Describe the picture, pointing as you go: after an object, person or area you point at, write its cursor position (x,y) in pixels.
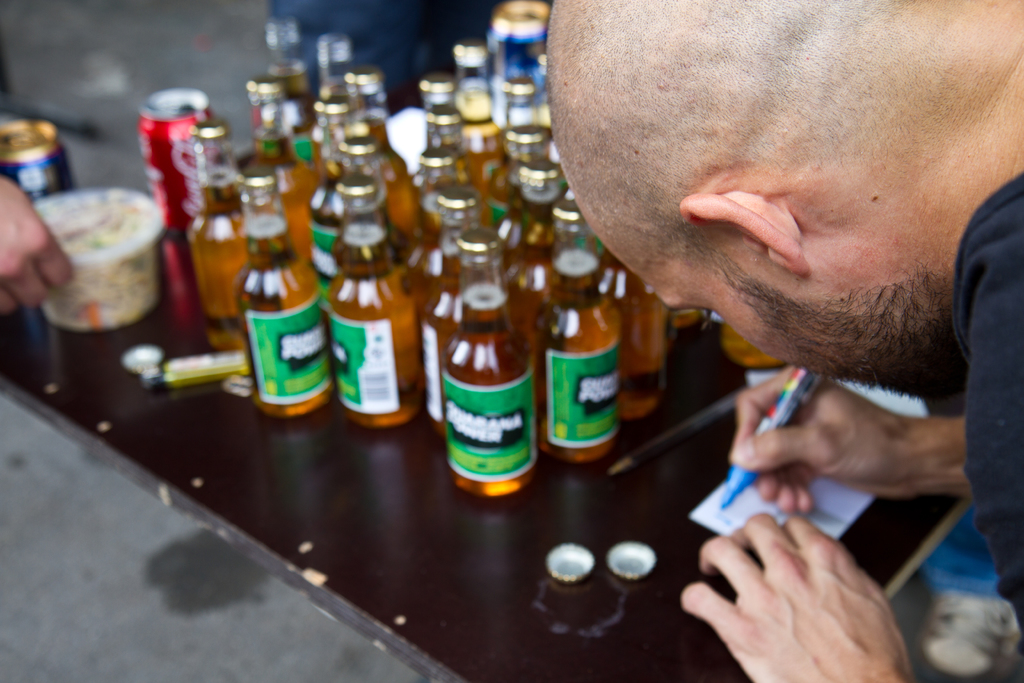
inside the room (134,520) there is table (352,519) and there are many drink bottles (454,349) one plastic box (145,287) and some tin bottles (44,164) also present on table (416,510) and one person (825,192) he is writing something on the paper (749,510) and he is holding the pen (781,415) and he is writing something on the paper (737,519) and the left side (35,266) the another person (54,271) is there but the person (23,269) is not visible only hand (36,242) should be visible.
